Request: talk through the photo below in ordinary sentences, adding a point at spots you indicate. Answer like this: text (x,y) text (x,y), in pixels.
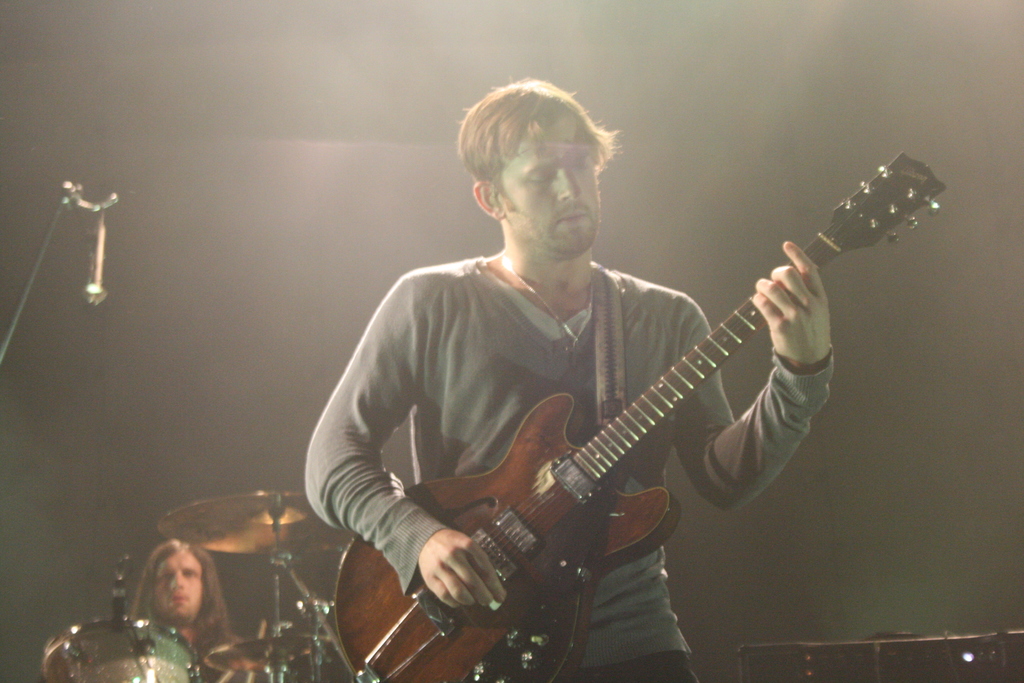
This picture shows a man (448,447) standing and playing guitar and we see a man (177,610) seated and playing drums (249,509) on the back (172,574).
